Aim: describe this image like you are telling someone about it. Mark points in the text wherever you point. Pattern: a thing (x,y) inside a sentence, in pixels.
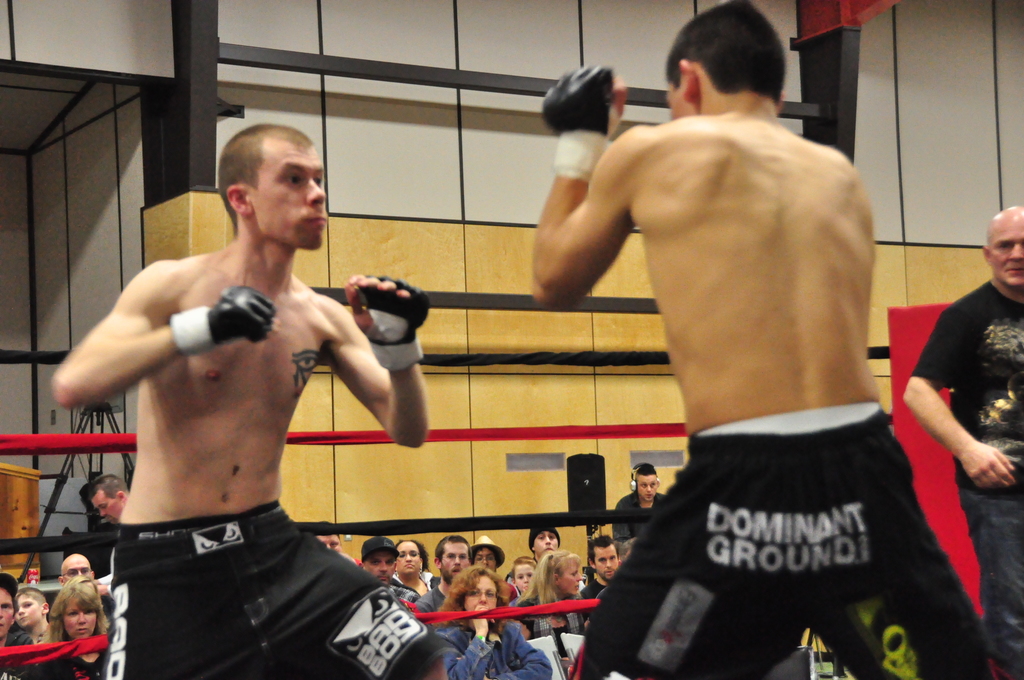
In this picture there are two persons (222,384) who are wearing black shorts (729,630) and gloves (230,315). Both of them are doing boxing. On the right (1022,436) we can see umpire (985,352) who is wearing t-shirt (1005,446) and trouser (1008,536). He is standing near to the ropes (84,450). On the bottom (544,538) we can see audience (511,673) who are watching the game. Here we can see a man (644,476) who is wearing headphones (631,484) and black hoodie (622,507), standing near to the wall (609,454). On the left (36,480) background (111,415) we can see a speech desk (22,488) and camera stand (62,484).
